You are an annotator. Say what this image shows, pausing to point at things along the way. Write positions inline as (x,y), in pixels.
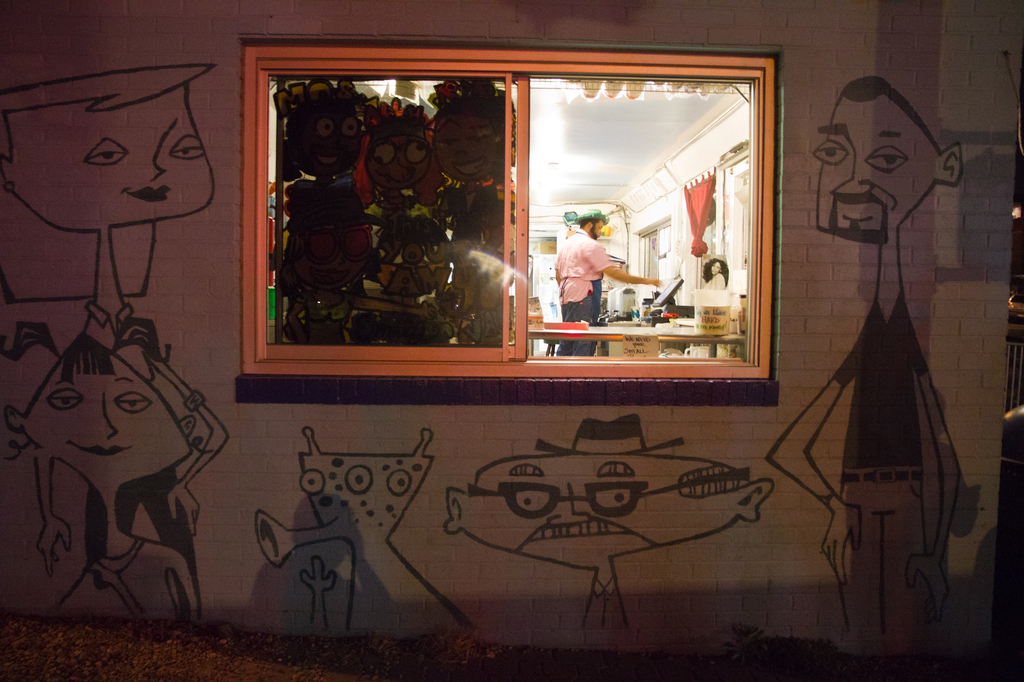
This image consists of a wall (306,465) on which there are pictures of cartoons (144,470). In the middle (576,326), we can see a window (327,300) in which, there is a man (588,347) wearing apron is standing. On the right (724,178), there are windows (667,249). At the top (588,173), there is roof (562,189).
